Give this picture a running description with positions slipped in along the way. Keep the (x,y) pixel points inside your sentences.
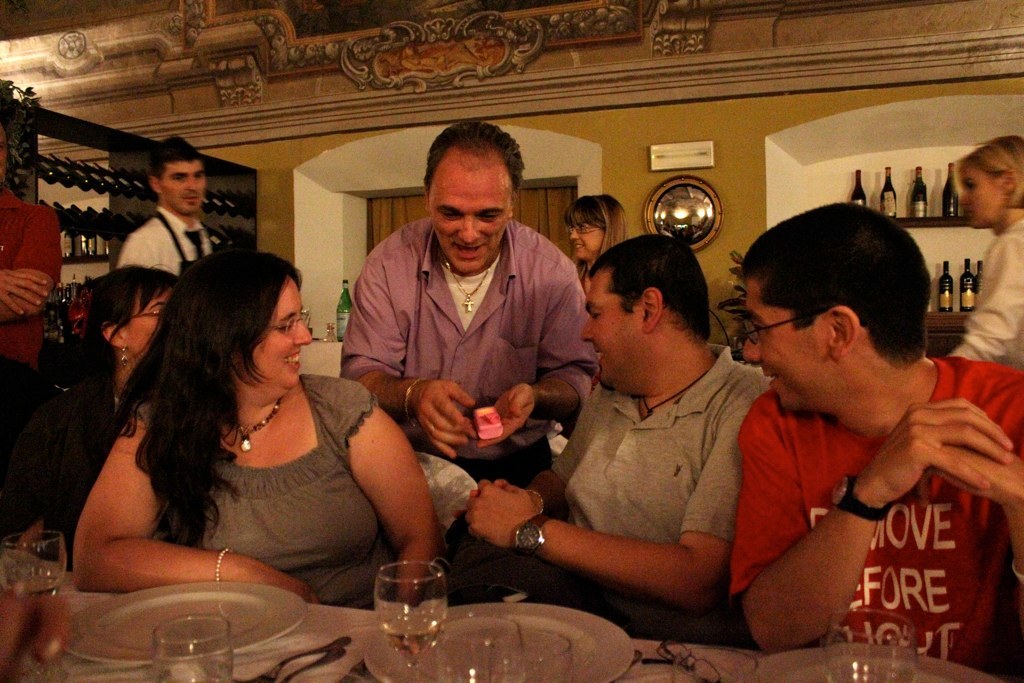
In this image we can see group of persons (667,432) are sitting, and smiling, in front here is the table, plates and glasses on it, there are the persons (464,287) standing, there are wine bottles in the rack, here is the wall (757,164).
